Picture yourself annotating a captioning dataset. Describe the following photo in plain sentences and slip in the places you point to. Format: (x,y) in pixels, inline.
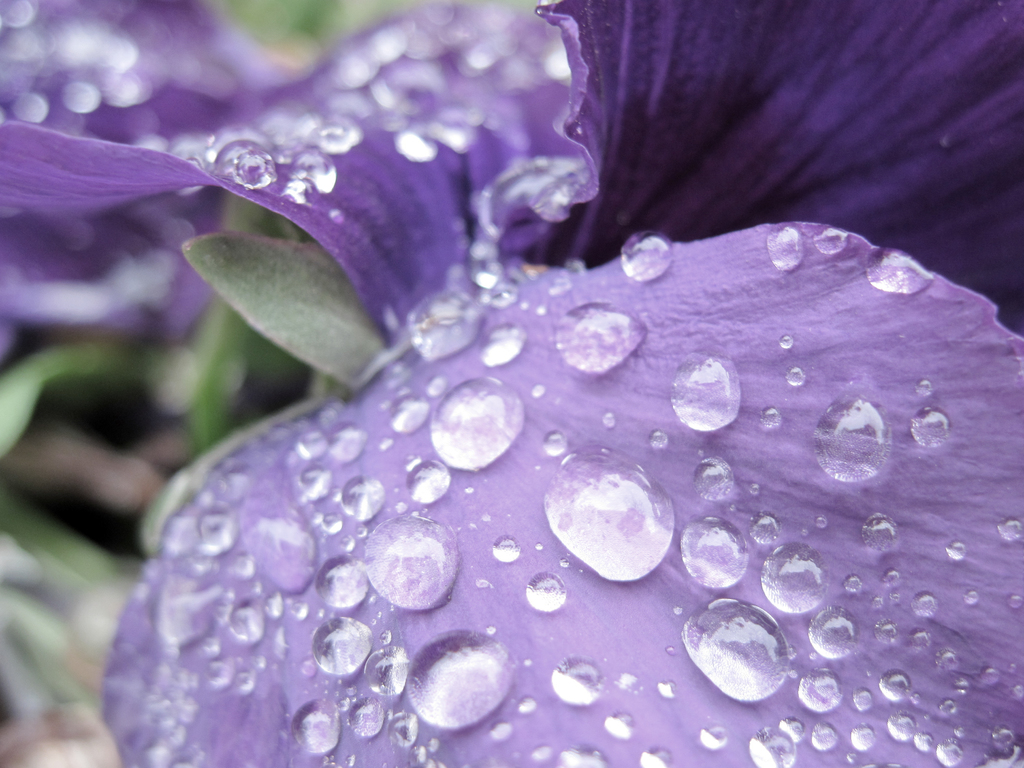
In this image we can see water drops (243,628) on the flower (622,204).
